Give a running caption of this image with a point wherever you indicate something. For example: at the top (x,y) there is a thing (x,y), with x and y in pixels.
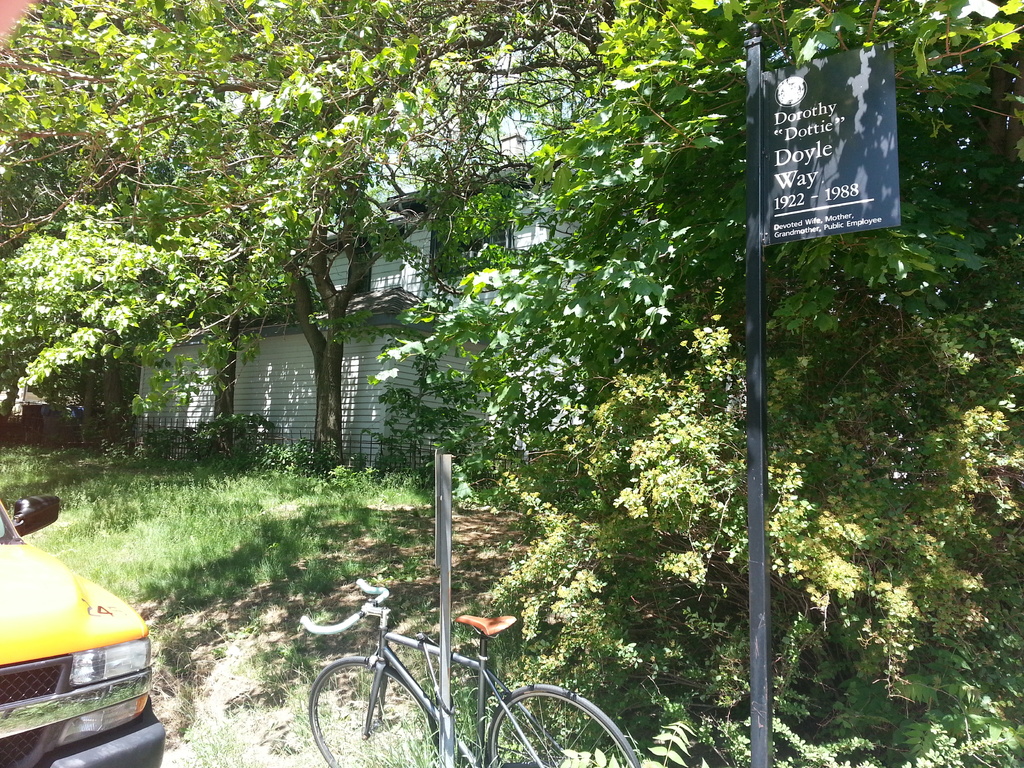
In this picture we can see a vehicle (86,681), bicycle (481,708), poles (439,515) and a board (775,180). Behind the bicycle (402,643) there are trees (102,89), plants (791,520), grass (253,517) and the building (251,371).
